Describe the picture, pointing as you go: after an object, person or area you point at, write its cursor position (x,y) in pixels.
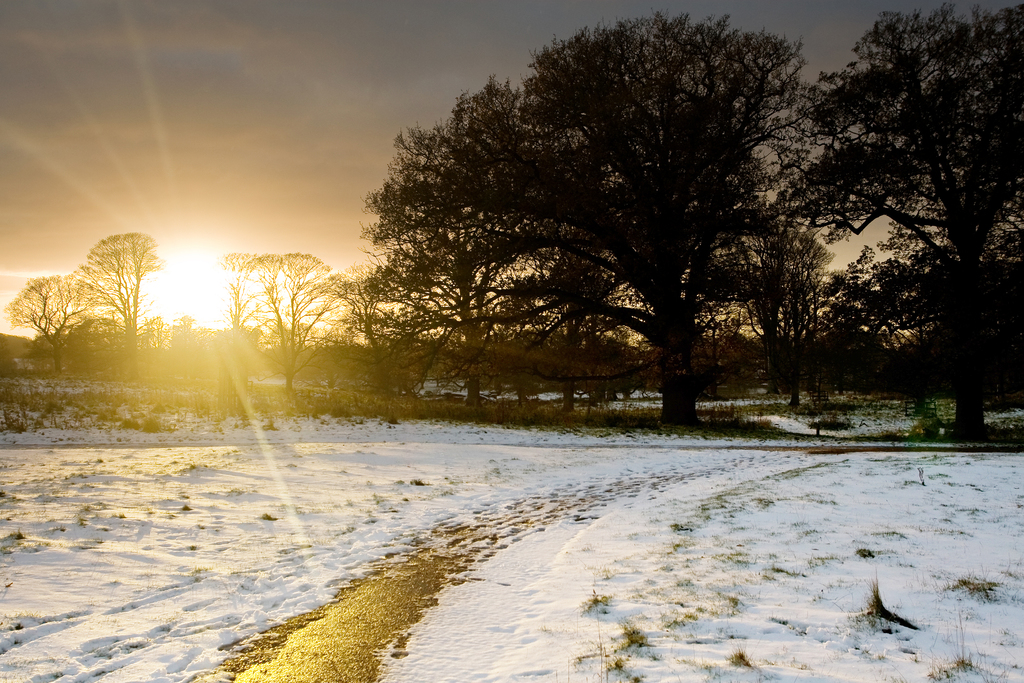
At the bottom of the image (249,547) there is snow (559,458) on the surface (522,461). In the background of the image (596,298) there are trees (688,290). There is sun (217,284) and there is sky (379,82).
